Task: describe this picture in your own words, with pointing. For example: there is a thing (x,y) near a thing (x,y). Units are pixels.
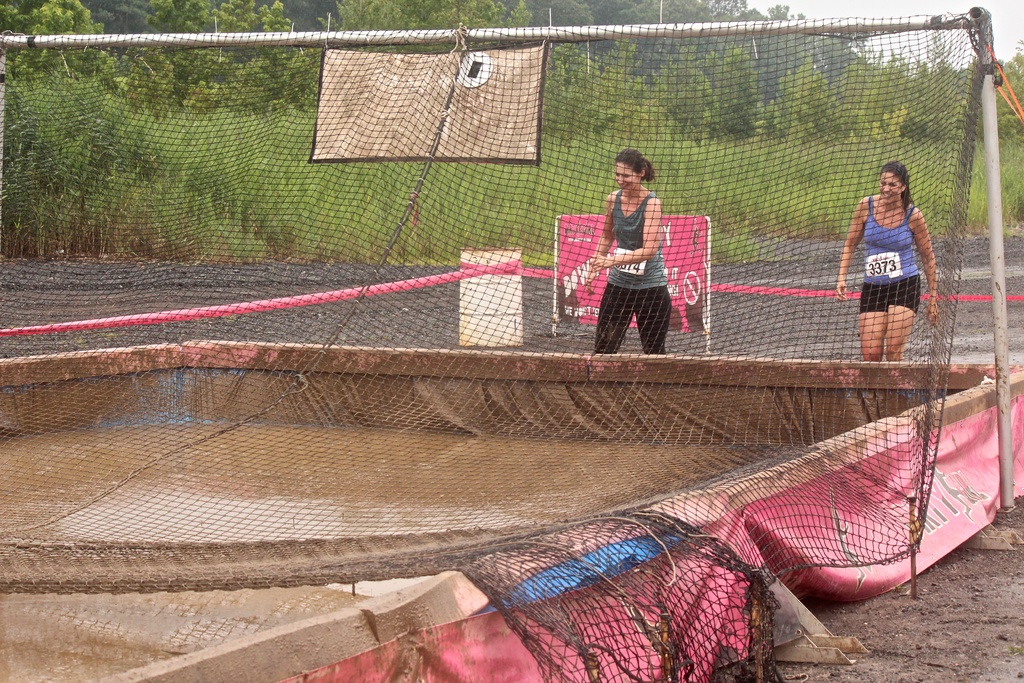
In this image there are ladies (625,294) and we can see a net (705,268). There is water (525,469). In the background (183,55) we can see trees (691,76) and there is sky (908,54).
